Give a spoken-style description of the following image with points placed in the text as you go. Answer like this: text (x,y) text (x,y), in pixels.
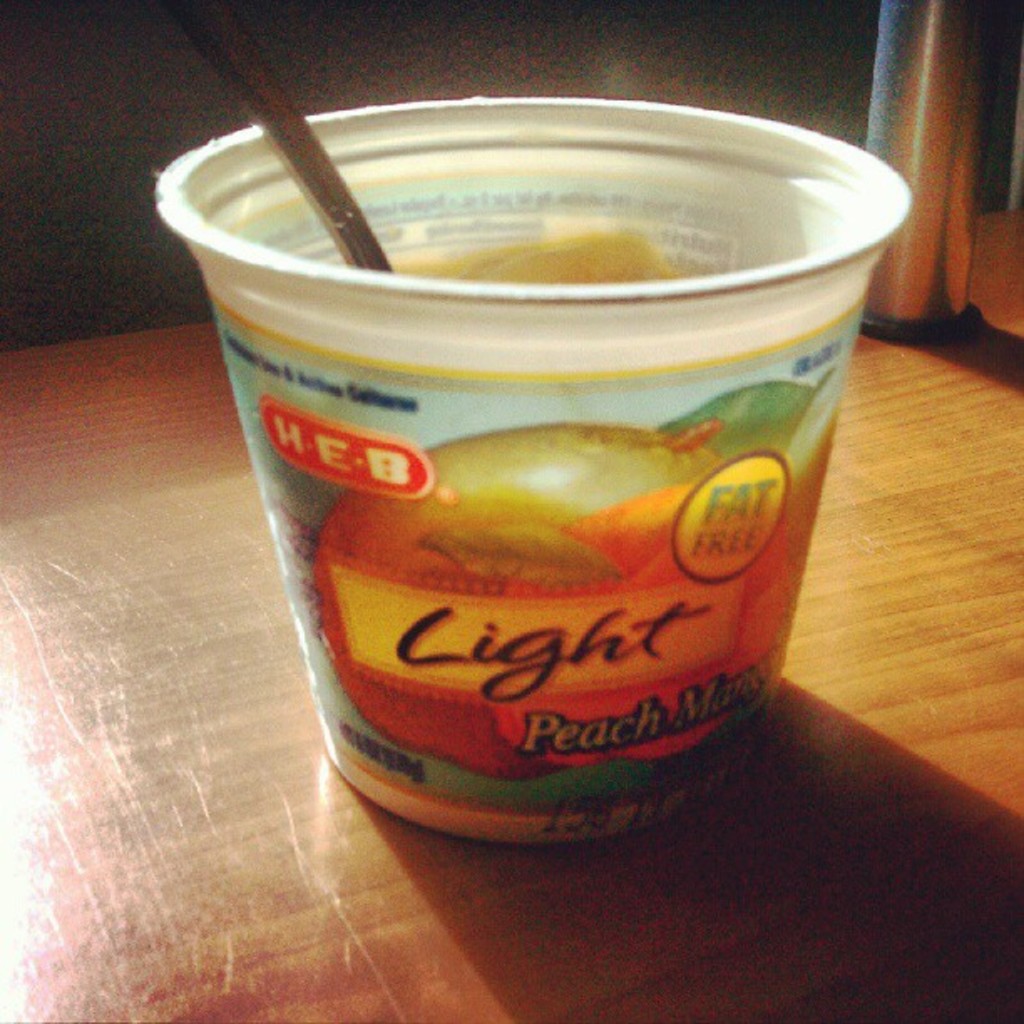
In this image, we can see a plastic cup (591,331), in that cup (302,229) there is a spoon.
